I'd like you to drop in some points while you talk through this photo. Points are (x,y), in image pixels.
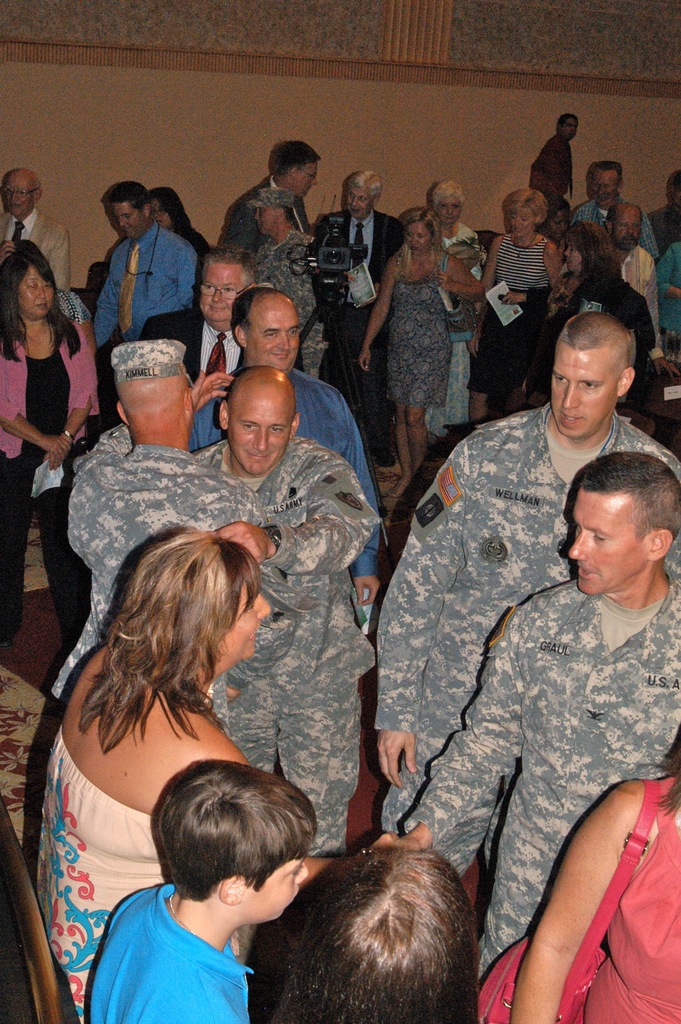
In this image there are persons (293,490) standing and walking. In the center (242,471) there are persons (240,471) hugging each other. In the front (542,690) there are persons (380,749) greeting each other. In the background (398,144) there is a wall (336,122) and there is an object (324,234) which is black in colour.
